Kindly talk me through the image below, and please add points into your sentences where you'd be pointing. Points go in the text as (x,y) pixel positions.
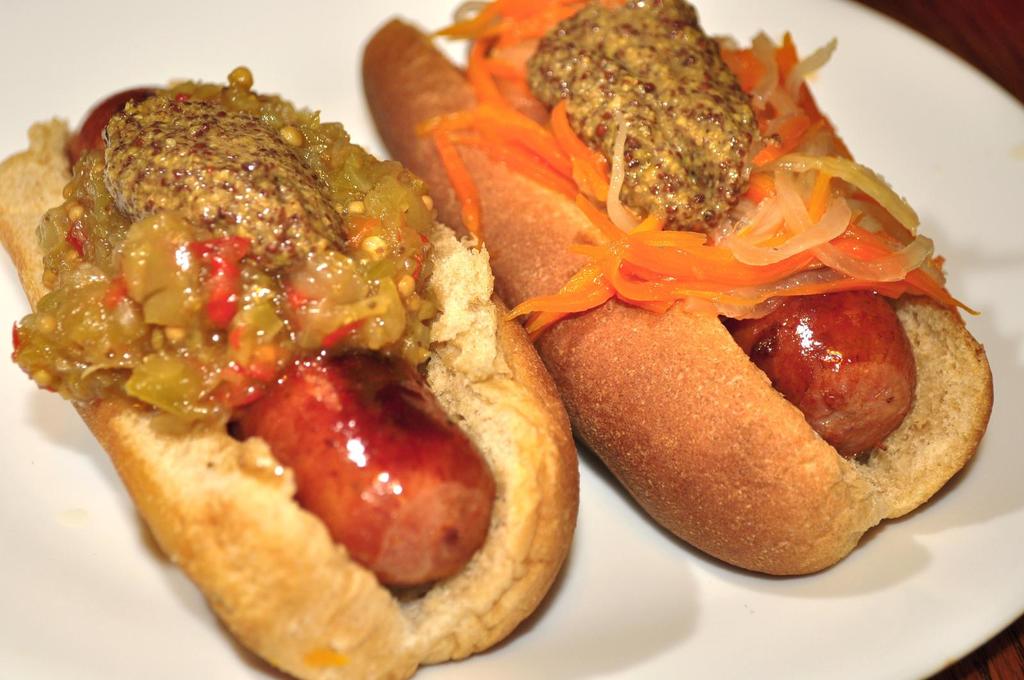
In this picture, we see a white plate (725,648) containing two hot dogs (452,237).
